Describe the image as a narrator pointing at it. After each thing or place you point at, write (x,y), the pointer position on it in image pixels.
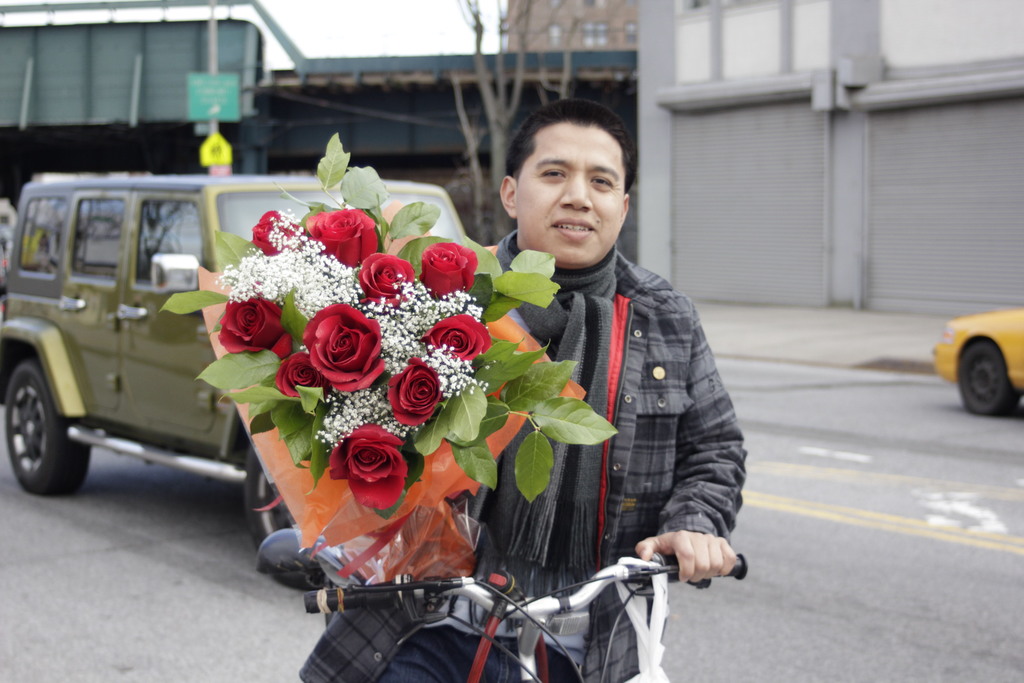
In this image we can see a person (642,461) holding a bicycle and a flower bouquet (315,453). In the background (219,451) there are vehicles (232,450), buildings (762,160) and boards (196,95). There is a tree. At the top (458,24) there is sky (419,6).
